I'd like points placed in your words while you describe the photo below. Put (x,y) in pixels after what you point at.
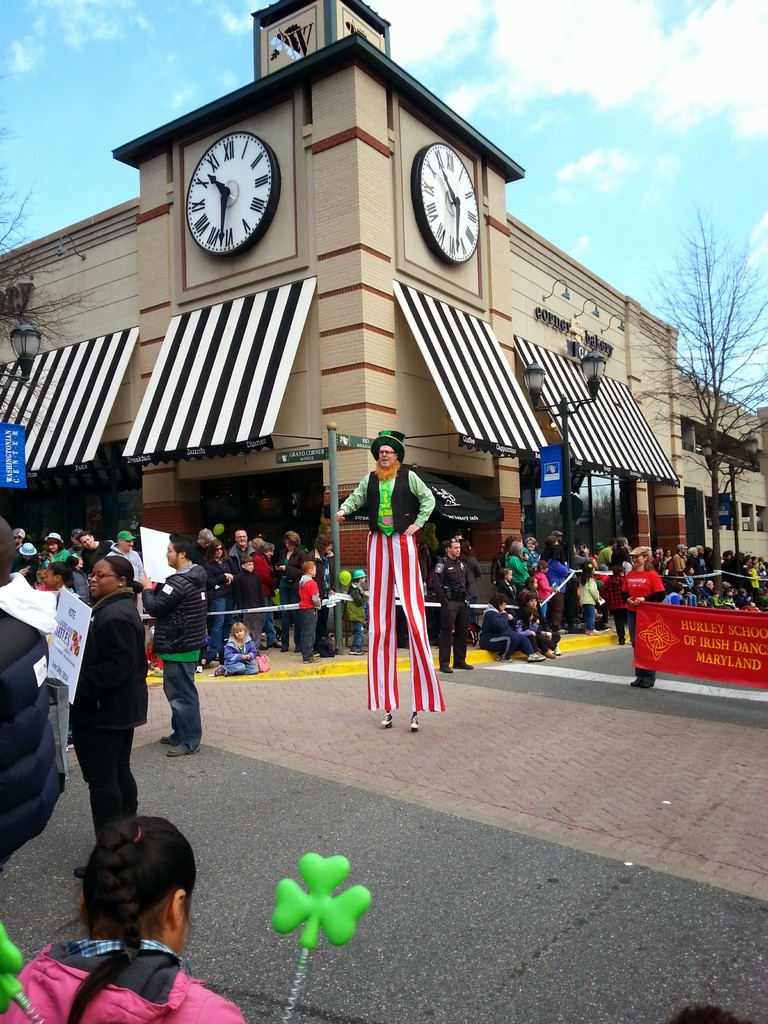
In this image there are buildings (740,460) and trees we can see people (519,635) and there is a banner (666,647). There is a pole (563,421). In the background (572,47) there is sky (421,12).
